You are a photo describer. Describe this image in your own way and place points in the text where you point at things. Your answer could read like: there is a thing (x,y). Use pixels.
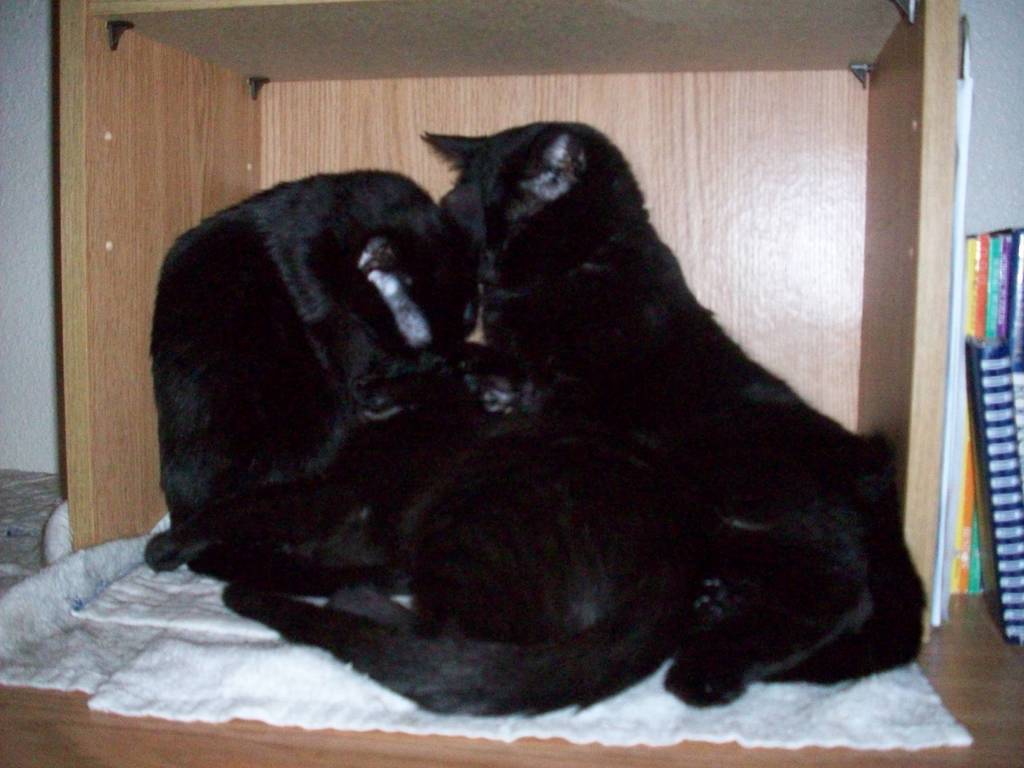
In this image we can see black cats (621,268) on the wooden table (661,765), there is a white towel (668,728), on the right (1016,492), there are books (994,326), at the back (986,172) there is a wall (993,42).
